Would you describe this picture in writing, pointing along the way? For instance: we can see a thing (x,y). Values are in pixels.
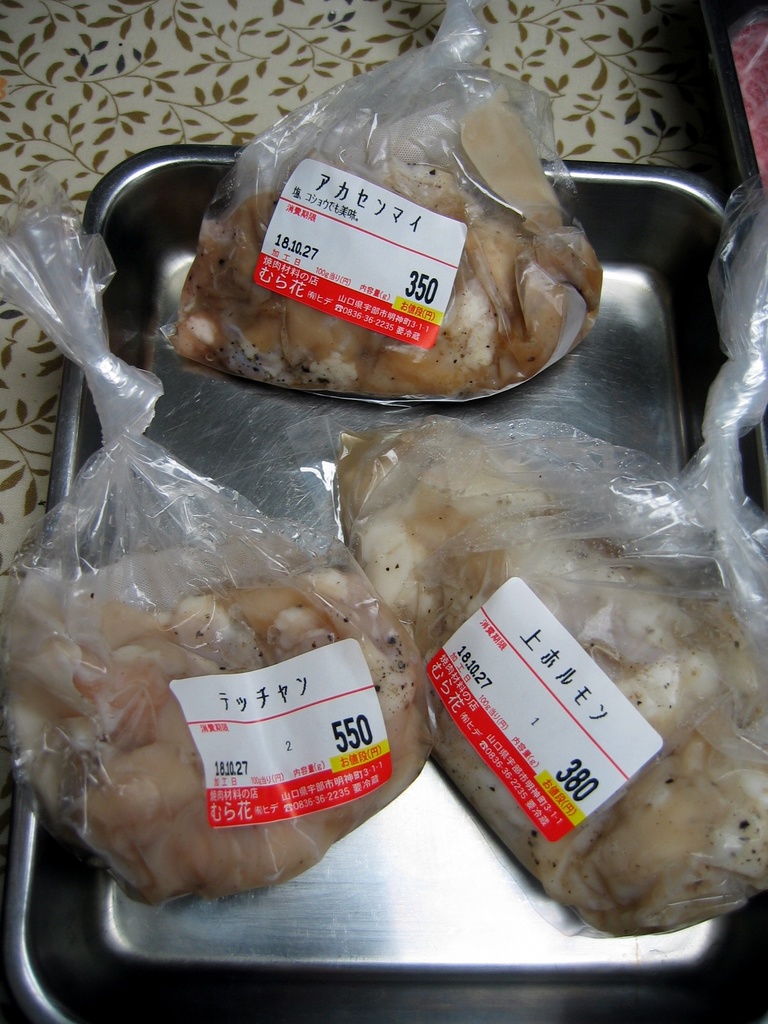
In this image there are three food items (481,298) are kept in some covers (391,596) which is kept in a steel container (354,413) as we can see in middle of this image (361,668) and there are some fixed amount stickers (259,686) are attached to these covers (428,592).
